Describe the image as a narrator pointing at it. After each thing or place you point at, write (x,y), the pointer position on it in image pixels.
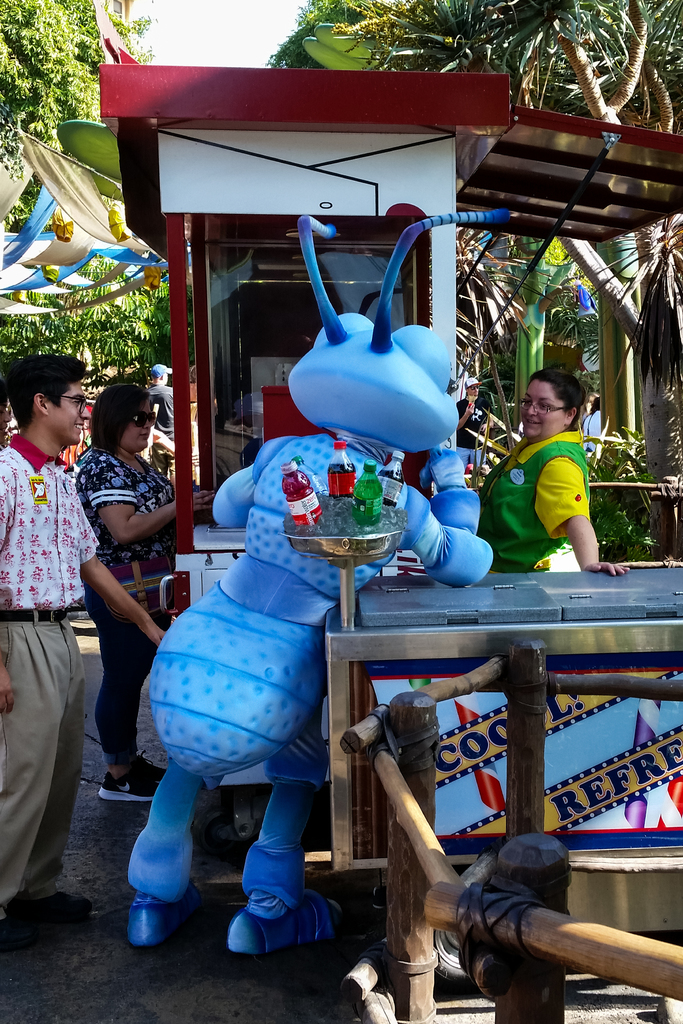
In this picture we can see people (97,578) looking at a person (366,396) wearing a bug costume (434,444) and standing in front of a stall (427,597). Here we also have bottles (299,469) and trees (551,254).
